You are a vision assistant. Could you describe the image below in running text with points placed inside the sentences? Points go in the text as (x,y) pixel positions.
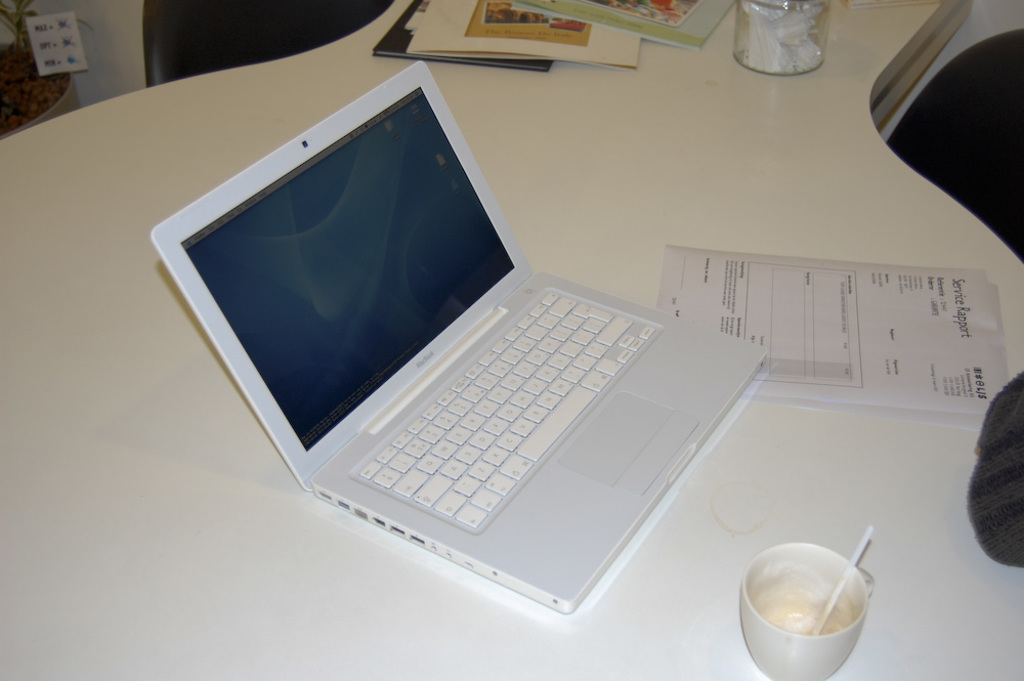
This is a picture, In the picture there is a table (685,617) on the table (671,590) there is a laptop (526,313), paper (847,339) and the cup (802,610) and the books (574,27).
